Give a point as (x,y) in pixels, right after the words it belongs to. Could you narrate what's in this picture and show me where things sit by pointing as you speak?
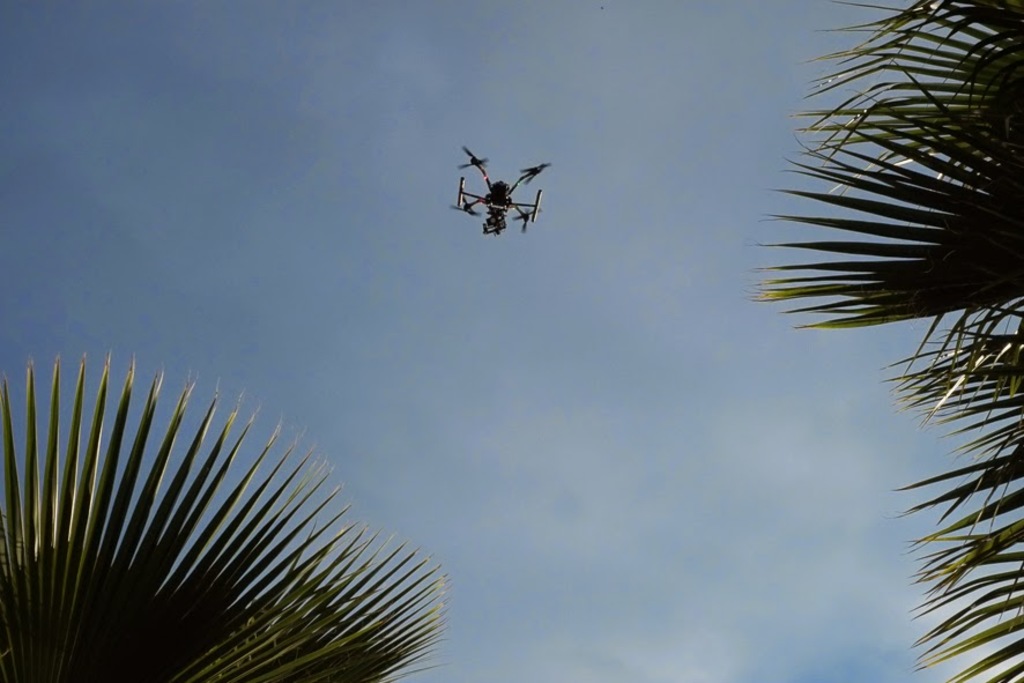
In this image we can see the green leaves (999,121). This is looking like the flying camera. This is a sky (614,440) with clouds (683,443).
